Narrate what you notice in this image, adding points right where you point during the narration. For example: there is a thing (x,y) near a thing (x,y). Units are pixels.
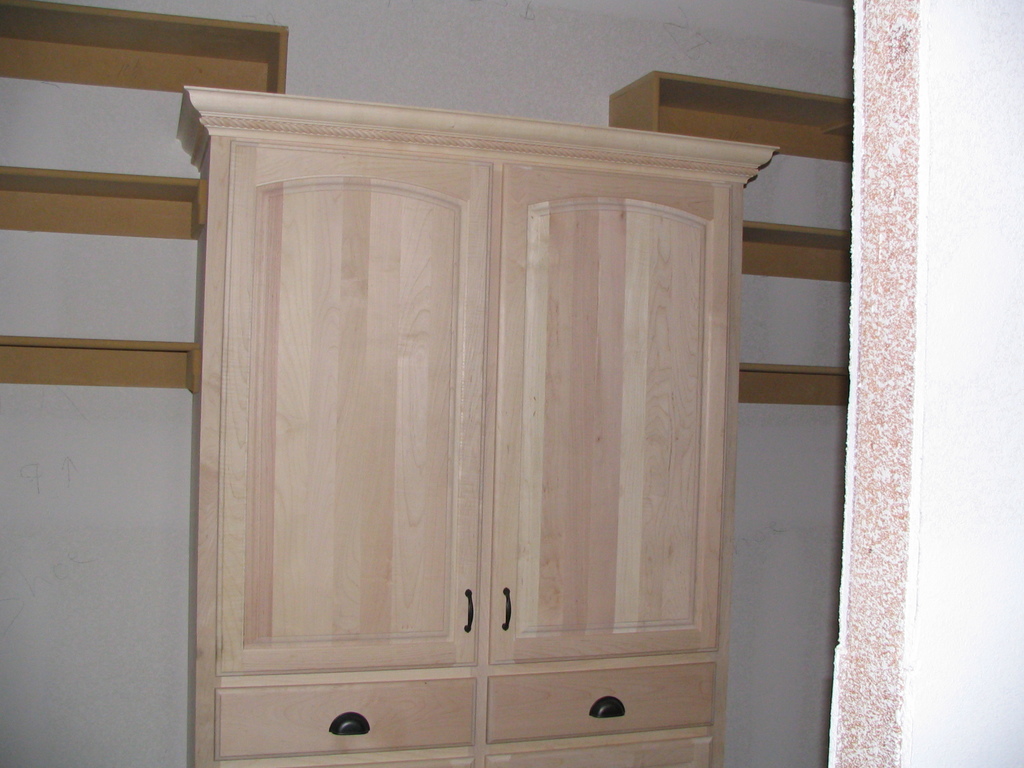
In this picture we can see a cupboard (493,489) and in the background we can see a wall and shelves (685,101).
